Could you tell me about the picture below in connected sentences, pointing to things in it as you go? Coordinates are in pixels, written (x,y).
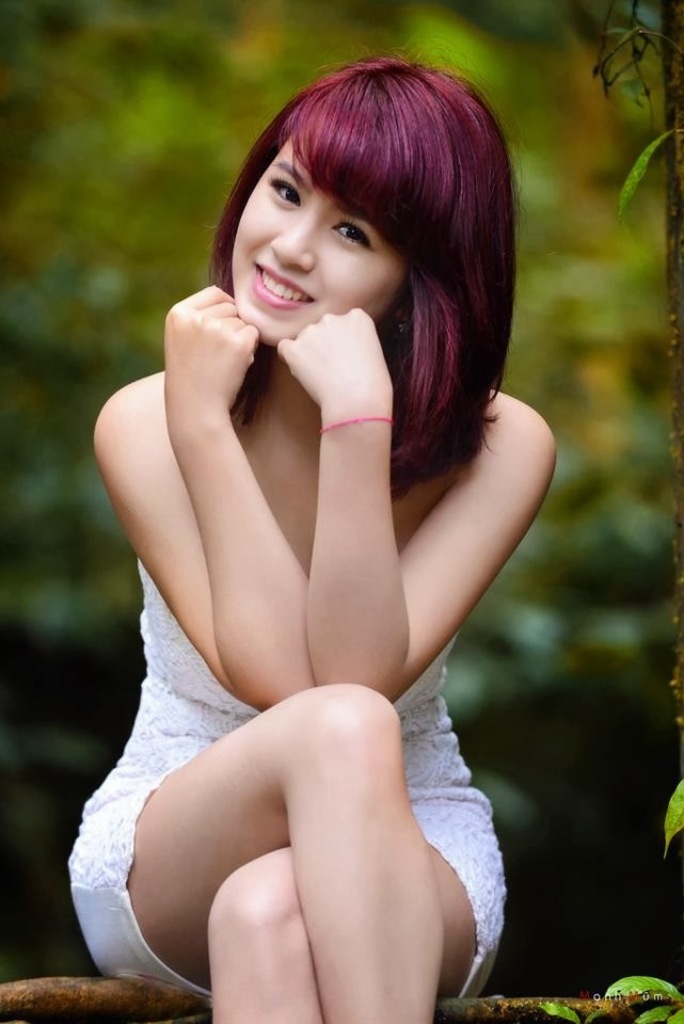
In this image there is a girl (313,433) sitting. In the background (56,891) there are trees (682,695). On the right side (662,994), there are leaves (673,991).
